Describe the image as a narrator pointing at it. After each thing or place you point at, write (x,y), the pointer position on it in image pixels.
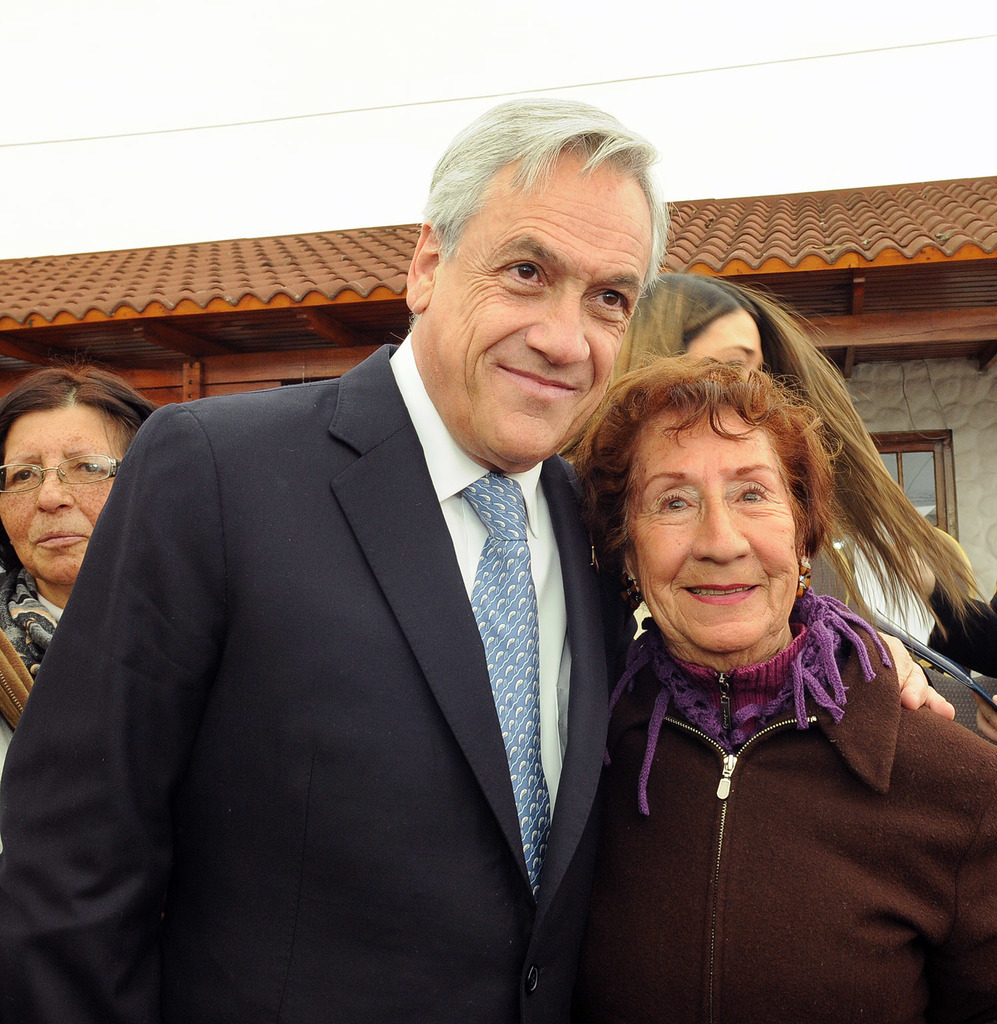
In this image we can see a group of people (621,738) standing. On the backside (896,388) we can see a house (896,388) with roof (921,349) and windows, a wire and the sky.
